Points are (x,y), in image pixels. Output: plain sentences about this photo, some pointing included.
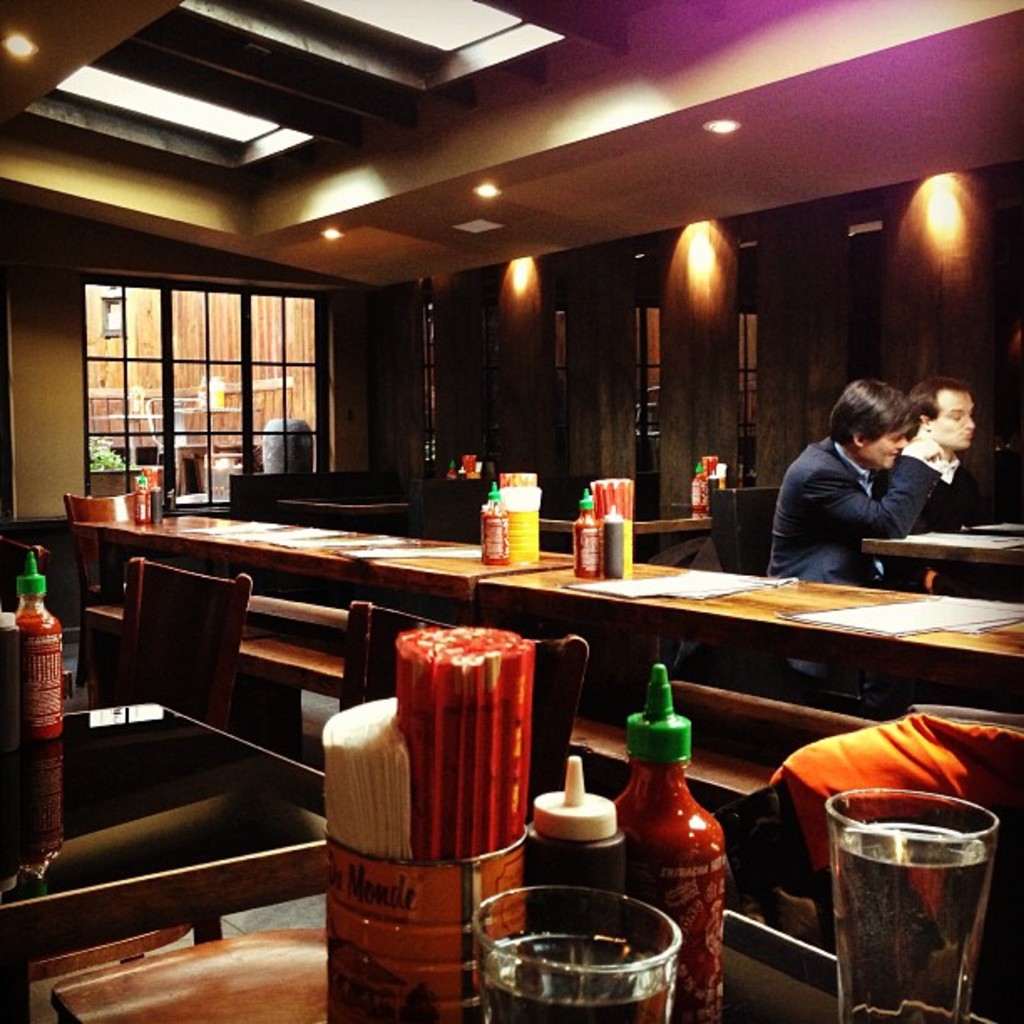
In this image there are 2 persons (800,482) sitting in the chair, near the table (977,553) and in table (640,605) there are bottle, glass (848,827), paper (692,597), straws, chair (113,510) and in back ground (512,323) there are lights (530,282), ceiling (782,27), plant (95,464), building (297,322).
